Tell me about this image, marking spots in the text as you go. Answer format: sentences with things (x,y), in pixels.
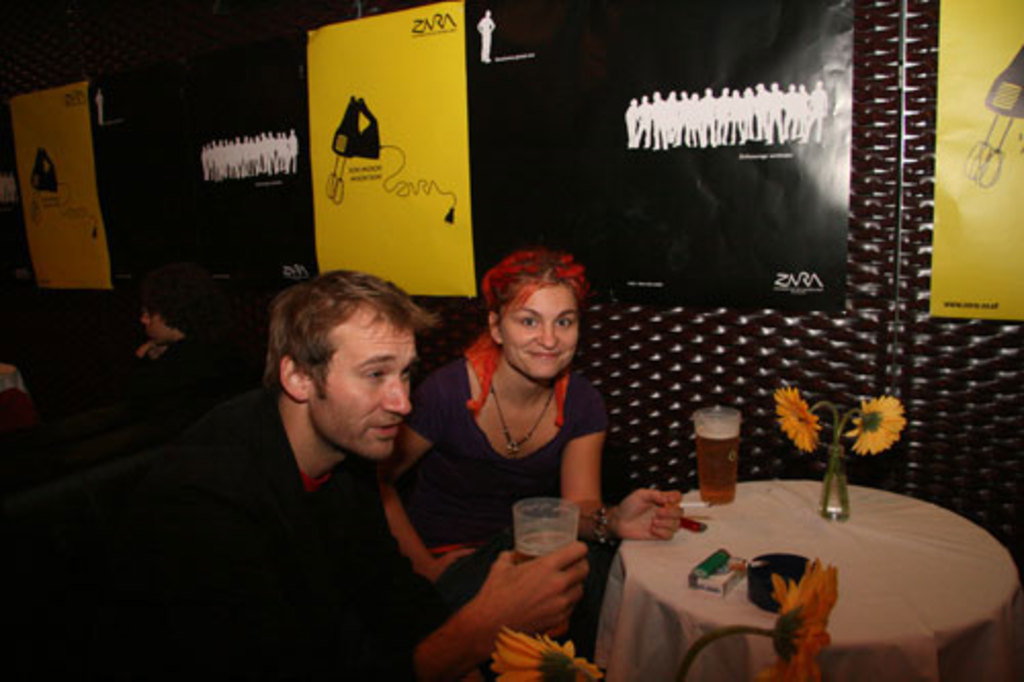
In this image I see a man (343,641) and a woman (403,448) who are sitting and I see that this woman (558,431) is smiling and she is holding cigarette (697,506) in her hand (642,508) and this man (468,626) is holding a glass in his hand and I see a table (669,637) in front of them on which there is another glass (700,414) and flowers (856,441) in a bottle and I can also see few flowers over here. In the background (661,453) I see people (164,268) and banners (415,14) on the wall (999,344).
